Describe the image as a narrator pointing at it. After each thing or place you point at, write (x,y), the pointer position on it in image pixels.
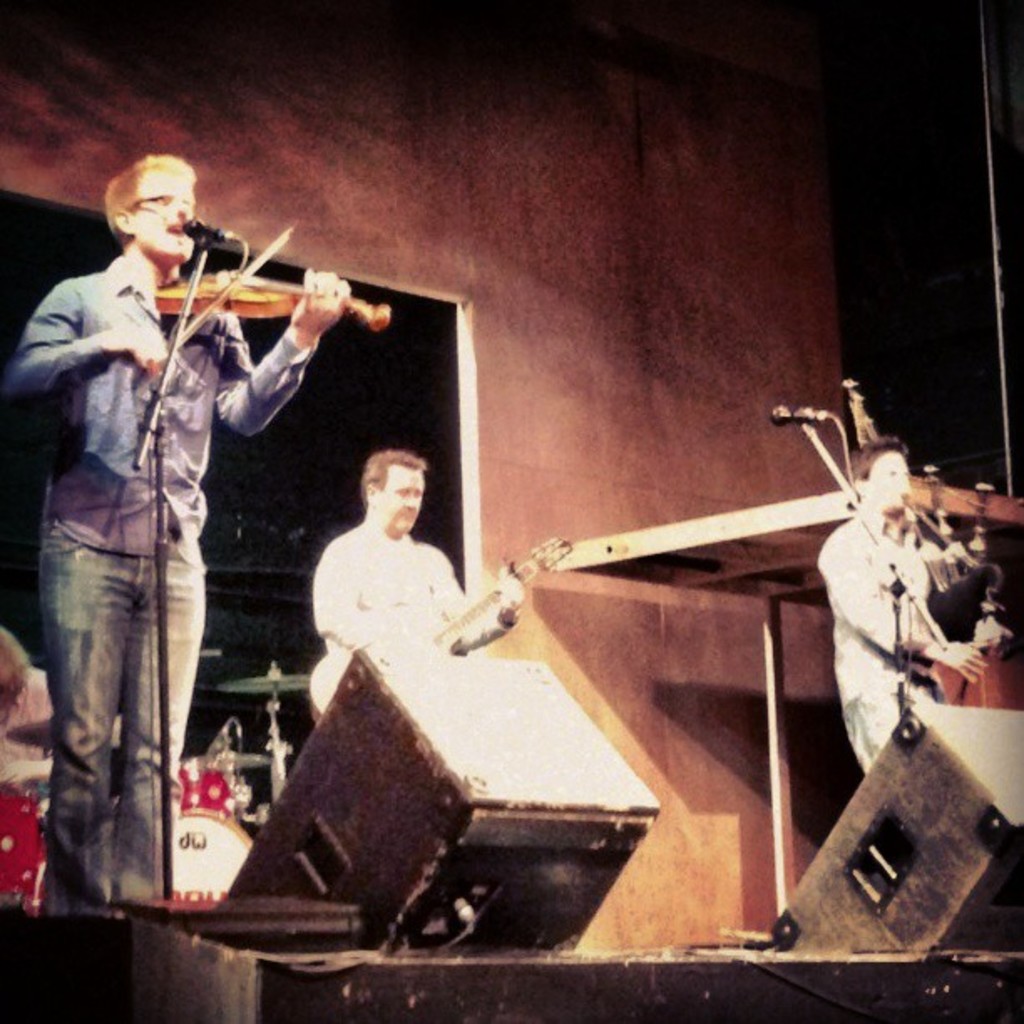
This man (183,386) is standing and playing violin (221,289) in-front of mic (208,238). This man (417,479) is playing a guitar (474,608). These are musical instruments (240,780). These are speakers (513,836). This man (911,533) is standing and playing a musical instrument (951,626).
